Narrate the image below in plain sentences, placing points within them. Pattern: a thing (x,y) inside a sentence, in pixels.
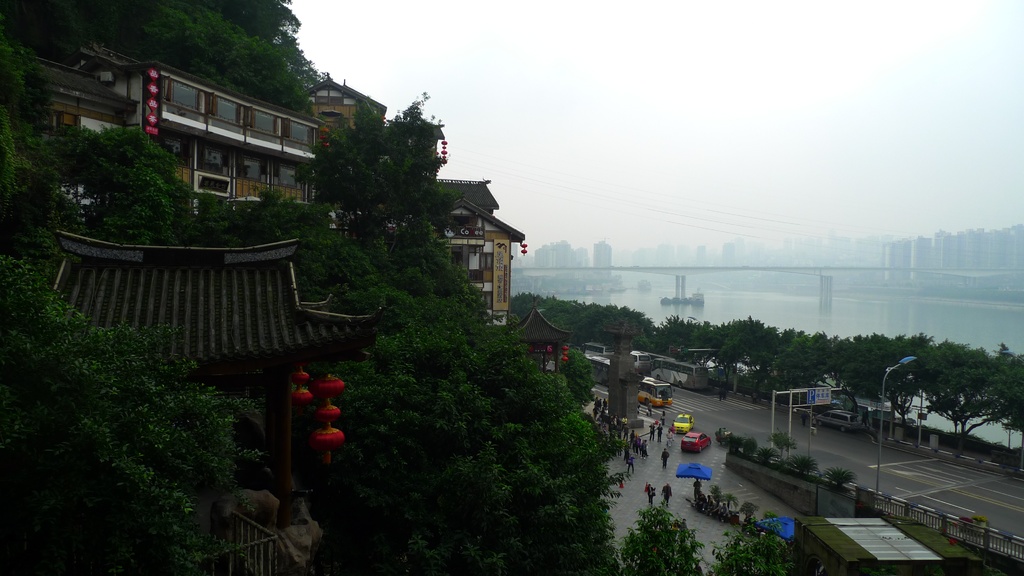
There are vehicles (600,361) on the road (838,453). Here we can see plants (587,445), trees (587,440), poles (806,389), boards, and buildings (59,81). There are persons (633,463) on the road (707,397). This is water (854,327). In the background (953,155) there is sky (837,81).
